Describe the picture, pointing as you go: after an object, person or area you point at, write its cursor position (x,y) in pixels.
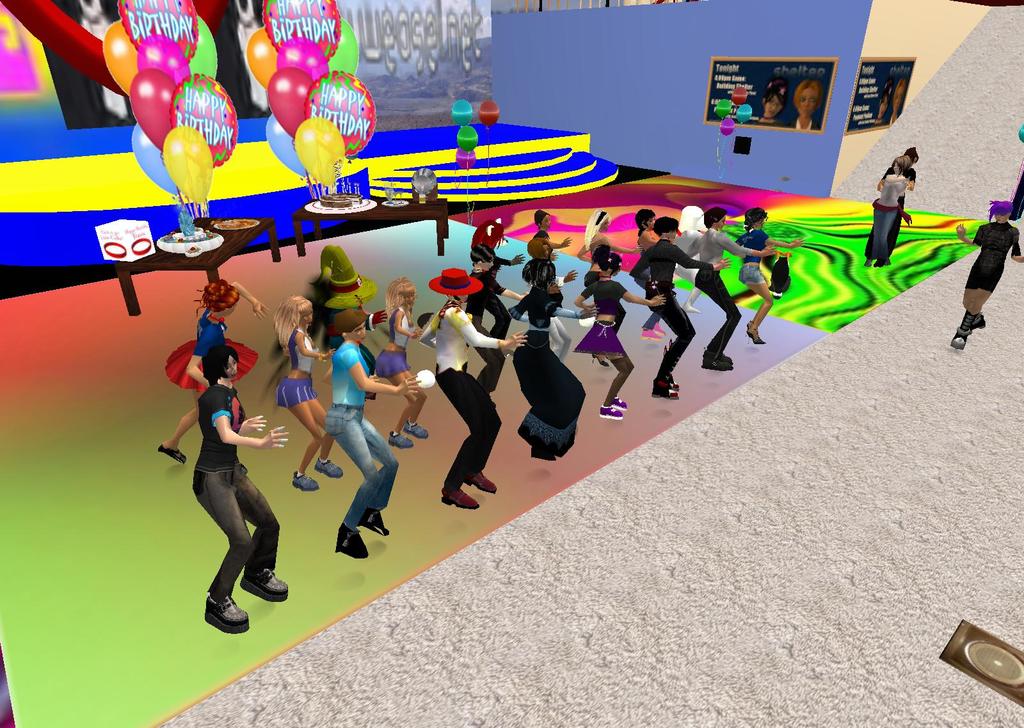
This is an animated image. I can see a group of people (472,465) dancing and few people (900,176) standing on the floor (682,410). In the background (242,235), I can see two tables (220,257) with objects (181,236) and balloons (298,116). At the top right side of the image (762,125), I can see posters (894,99) attached to the wall (896,44).
